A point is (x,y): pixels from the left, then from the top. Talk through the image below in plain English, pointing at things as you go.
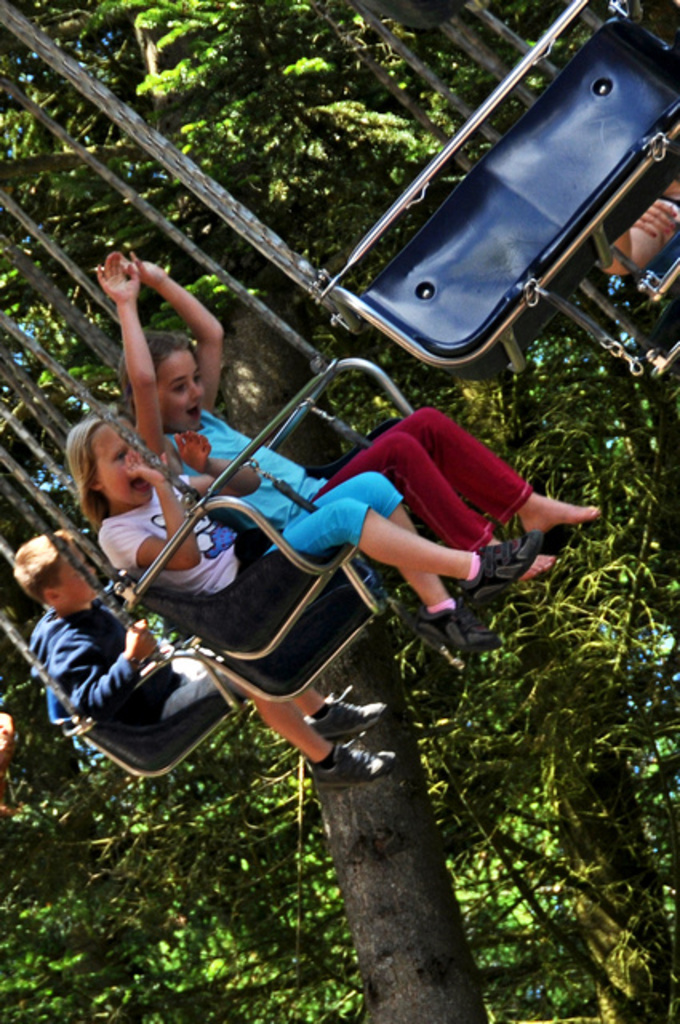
In this image there are three kids (283,536) taking amusement ride (262,539), in the background (265,776) there are trees (269,796).
